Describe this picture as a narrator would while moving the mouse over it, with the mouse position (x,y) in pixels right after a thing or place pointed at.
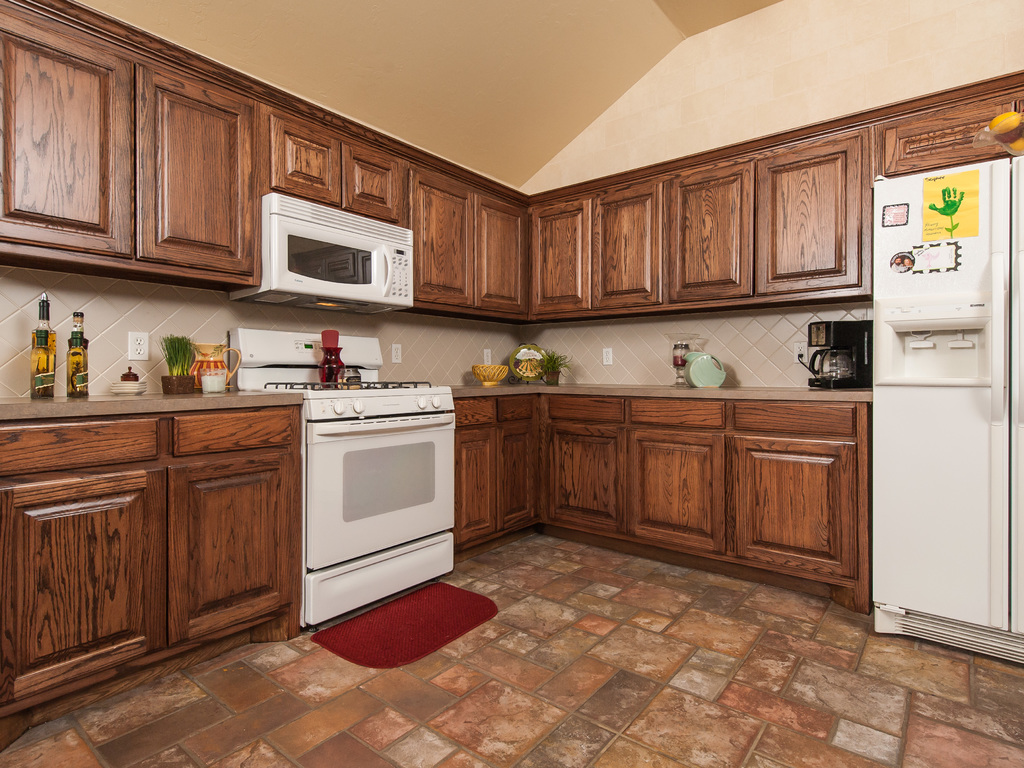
This picture is inside view of a kitchen (523,318). We can see cupboards (196,219), stove (325,391), bottles (74,369), container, plant (186,365), vessel (490,368), coffee machine (837,366), refrigerator (882,303), mat (400,605) are present. At the top of the image (633,58) roof (614,57) is there. At the bottom of the image (721,667) floor (706,657) is present.
